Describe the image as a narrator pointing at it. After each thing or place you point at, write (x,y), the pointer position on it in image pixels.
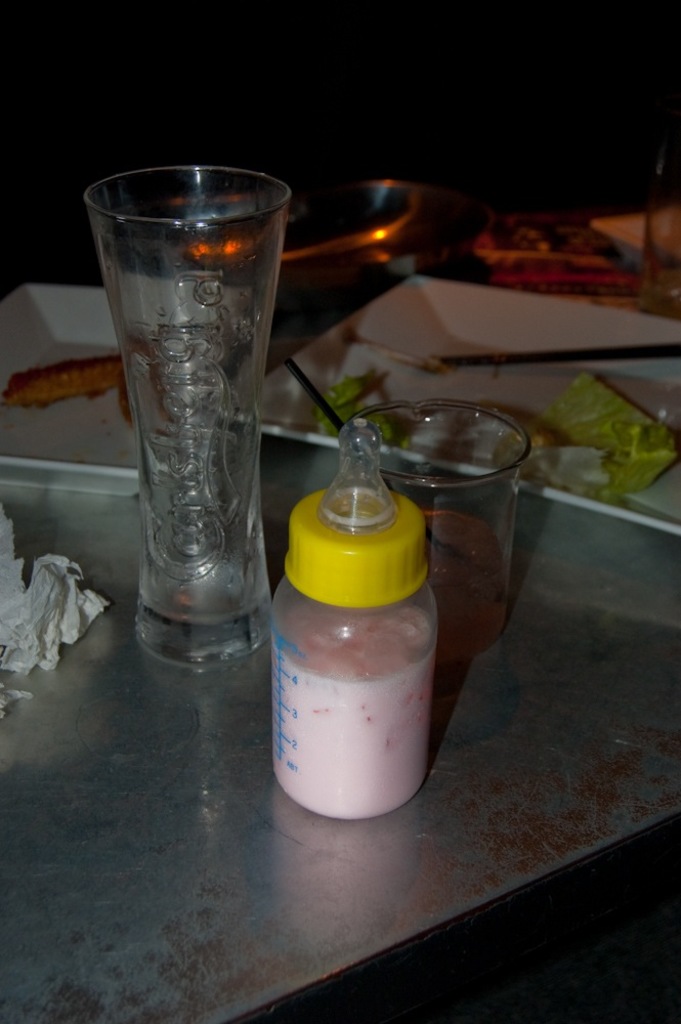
There is a table (483,702) which has a baby sipper (353,584), glasses (466,468) and plates (380,367) on it.
